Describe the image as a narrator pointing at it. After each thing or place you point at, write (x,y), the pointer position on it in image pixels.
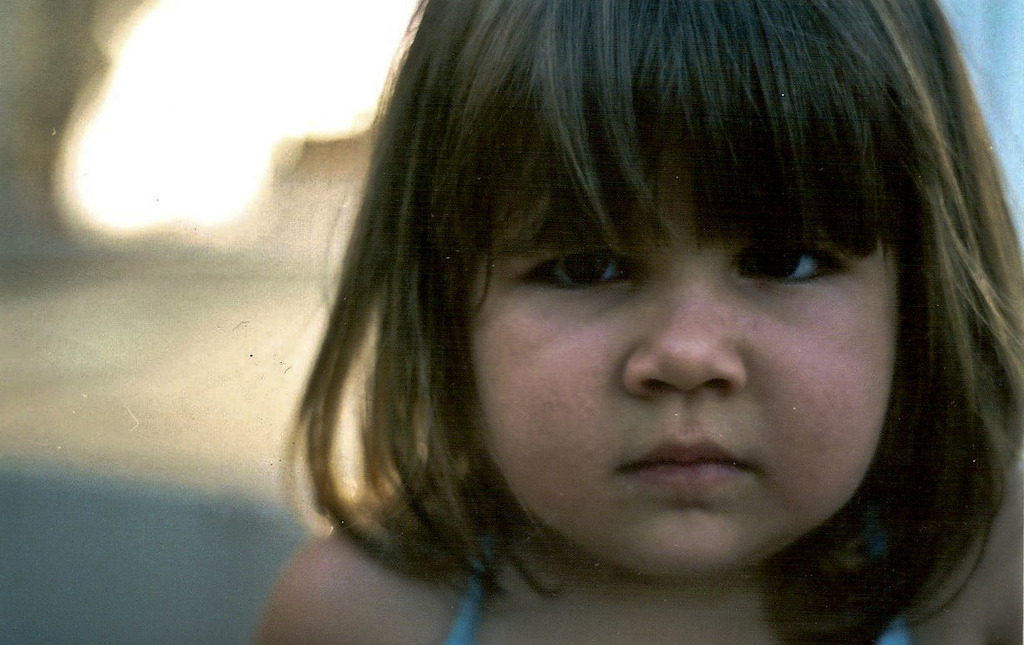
In this image I can see a girl (616,303). The background of the image (21,609) is blurred.
